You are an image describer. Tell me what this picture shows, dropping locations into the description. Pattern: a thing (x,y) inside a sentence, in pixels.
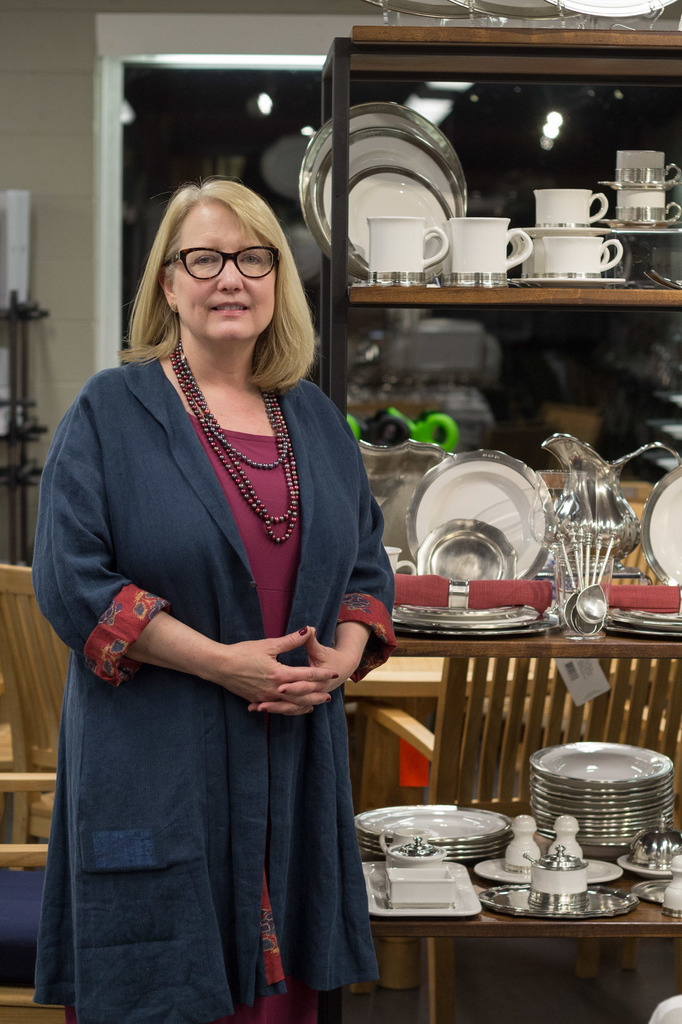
In this picture there is a woman (313,642) who is wearing spectacle (237,267), t-shirt (271,591), pocket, jacket (307,576) and standing near to the table (646,917). On the table (655,910) we can see steel plates (592,827), tissue papers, bowls (549,875) and glass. Behind her we can see a dining table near to that we can see the chairs (509,715). On the top right (578,8) we can see the plates (432,211) and cups (497,267) on the wooden rack (516,28). In the background (206,161) there is a window (136,183).
